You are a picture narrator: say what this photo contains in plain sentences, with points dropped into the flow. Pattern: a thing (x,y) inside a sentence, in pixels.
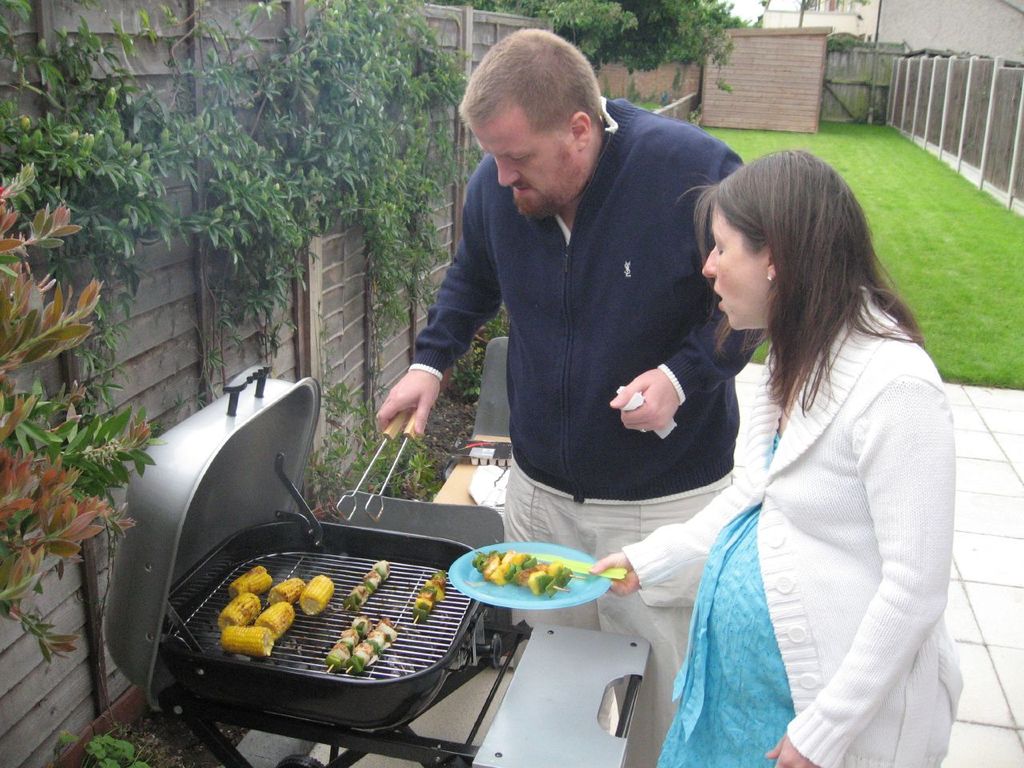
In this image we can see food (281,597) on the barbecue (453,508), man (605,419) holding tongs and a woman (770,565) holding serving plate (489,587). In the background (909,293) we can see ground (909,293), walls (954,107), creepers (383,50), trees (713,12) and floor (1011,444).
